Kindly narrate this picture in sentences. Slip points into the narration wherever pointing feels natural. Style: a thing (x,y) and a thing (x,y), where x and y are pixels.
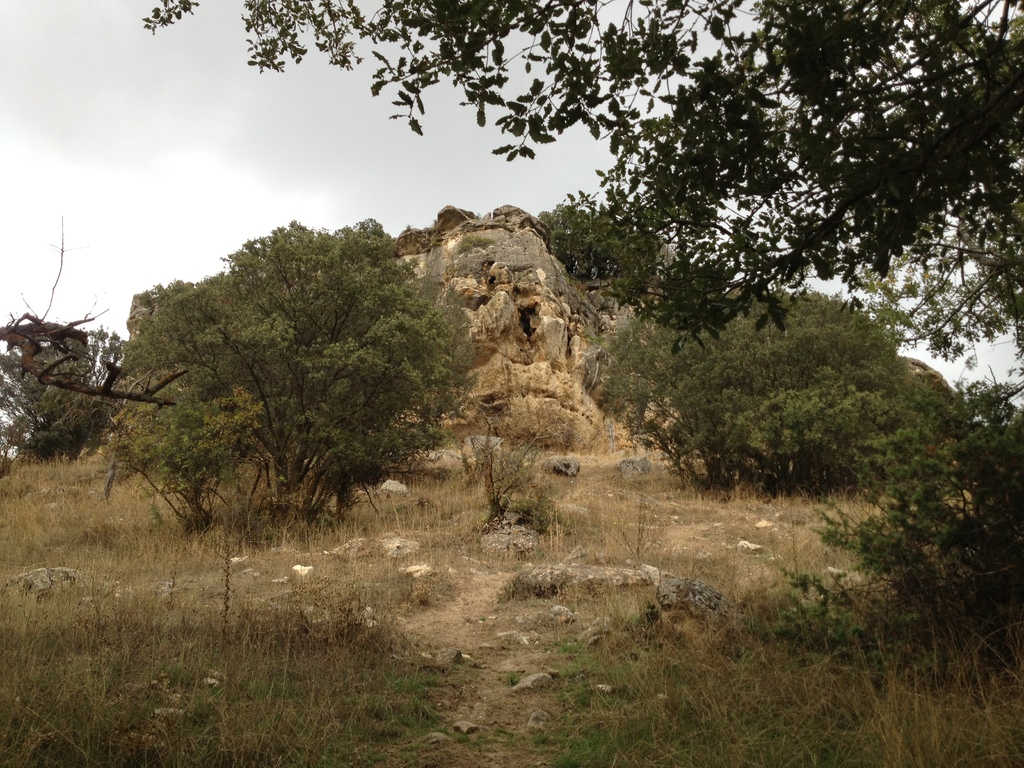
In this picture we can see grass (78,484), trees (111,412) and rocks (515,544). In the background of the image (100,193) we can see the sky (69,162).
